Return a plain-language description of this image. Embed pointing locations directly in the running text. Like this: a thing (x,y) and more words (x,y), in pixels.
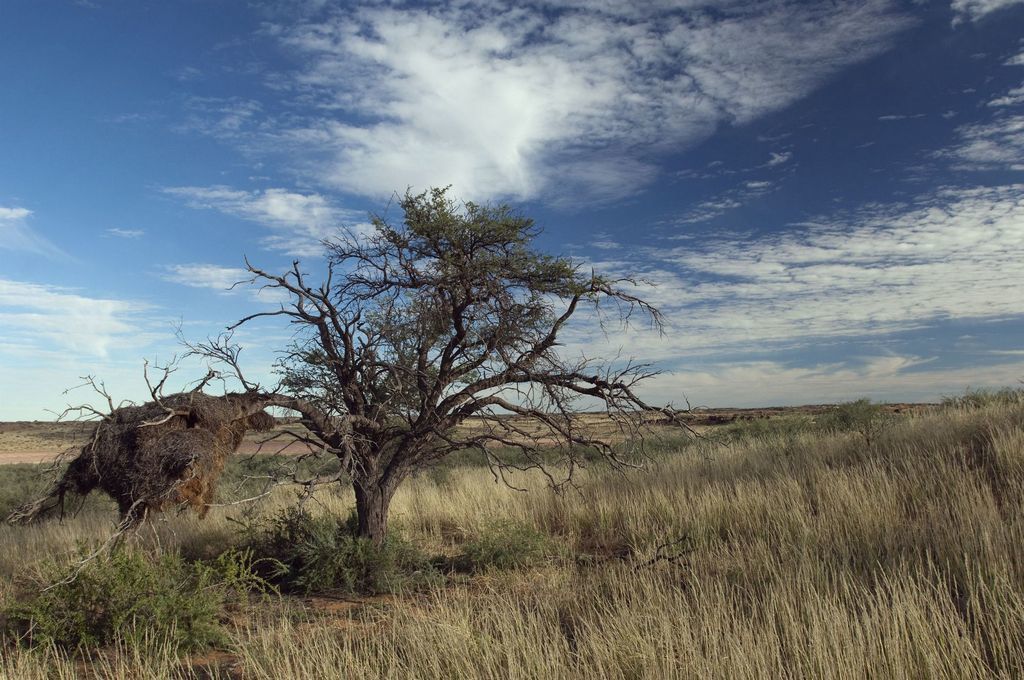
It's a tree (340,398) in the middle of an image (343,381). In the down side, it's grass (795,540), at the top (415,70) it's a sunny sky (378,90).
